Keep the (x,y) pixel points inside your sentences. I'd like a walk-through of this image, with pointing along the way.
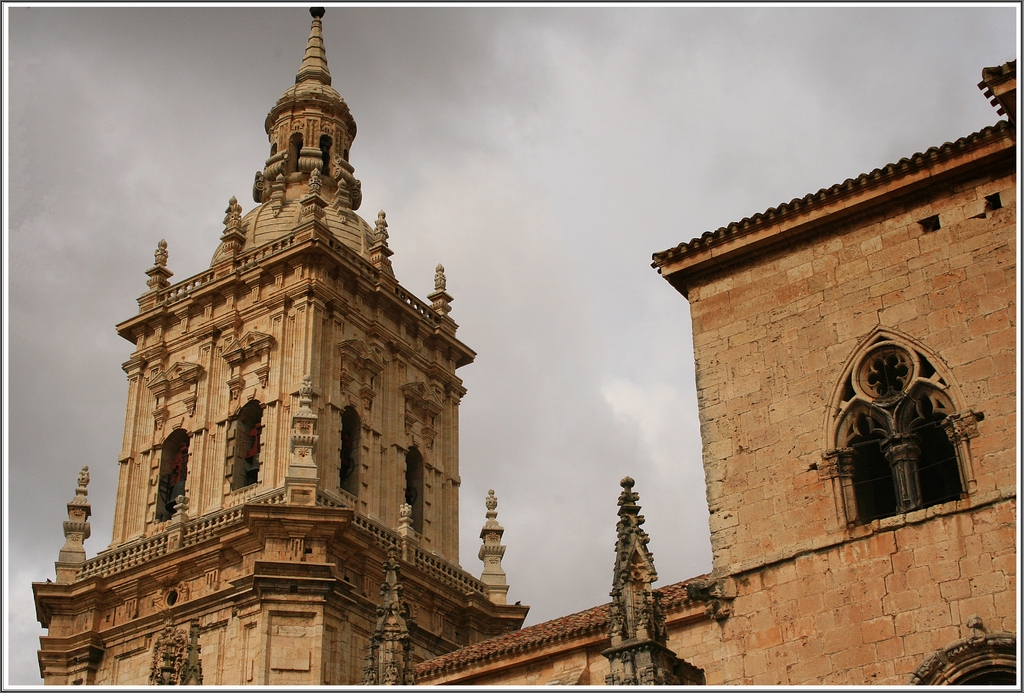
This image is an edited image. This image is taken outdoors. At the top of the image (116,117) there is the sky (453,237) with clouds (537,296). In the middle of the image (409,361) there is an architecture (796,546) with sculptures (179,658) and carvings (181,378) on the walls (744,410).
